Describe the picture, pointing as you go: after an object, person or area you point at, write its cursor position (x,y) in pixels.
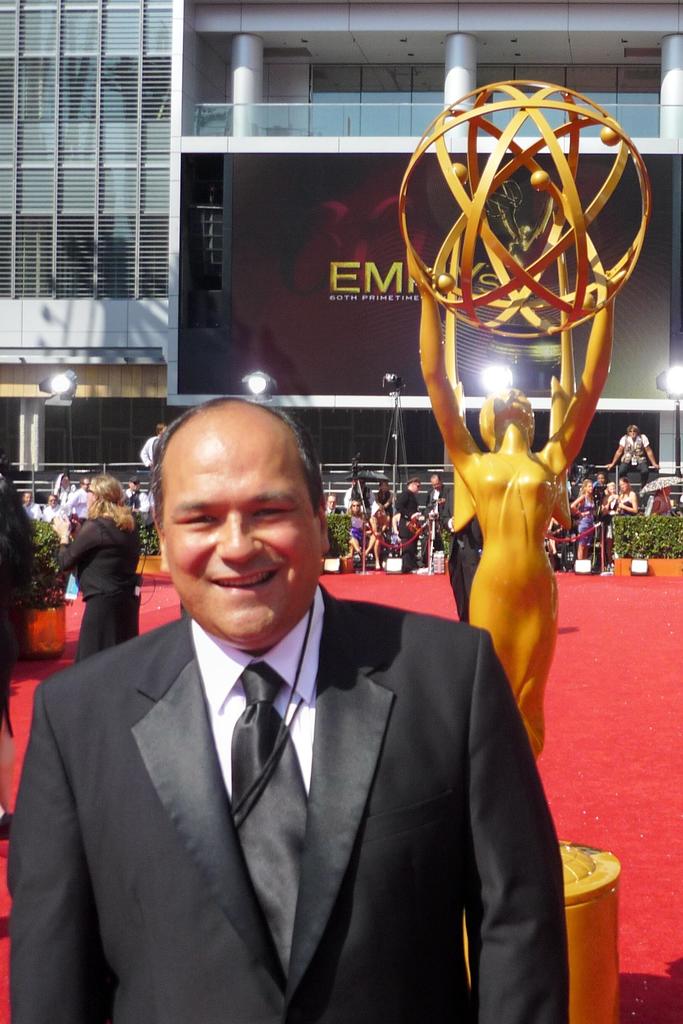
In the center of the image (441,403), we can see a sculpture (510,466) and in the background (17,568), there are people (670,506) and are wearing coats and we can see lights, plants (676,551), a board (357,292) and there is a building (153,107). At the bottom (613,771), there is a carpet (613,771).
